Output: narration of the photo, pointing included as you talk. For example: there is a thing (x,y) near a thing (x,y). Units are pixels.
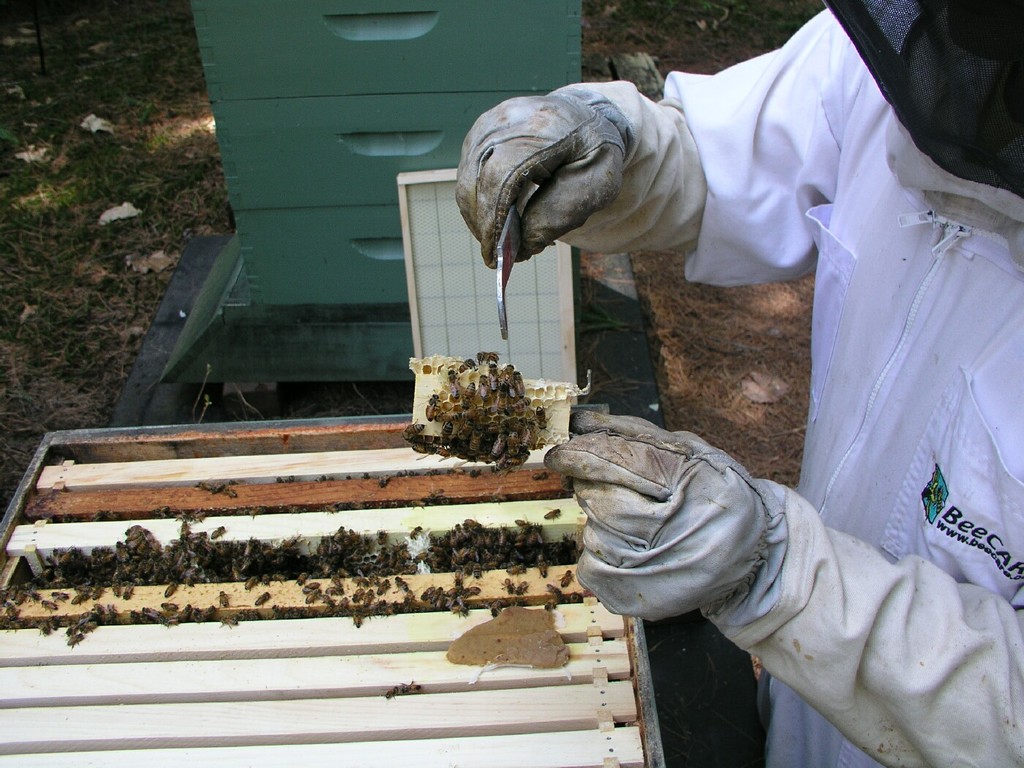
In this image there is a man (989,113) standing wearing apron (1019,523) and gloves (907,653) is holding some things (566,400) on which we can see there are so many bees (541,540), also there is a box (321,449) in-front of him with so many bees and beside that there is a block (348,271) and grass (98,158) in the garden (98,158).
